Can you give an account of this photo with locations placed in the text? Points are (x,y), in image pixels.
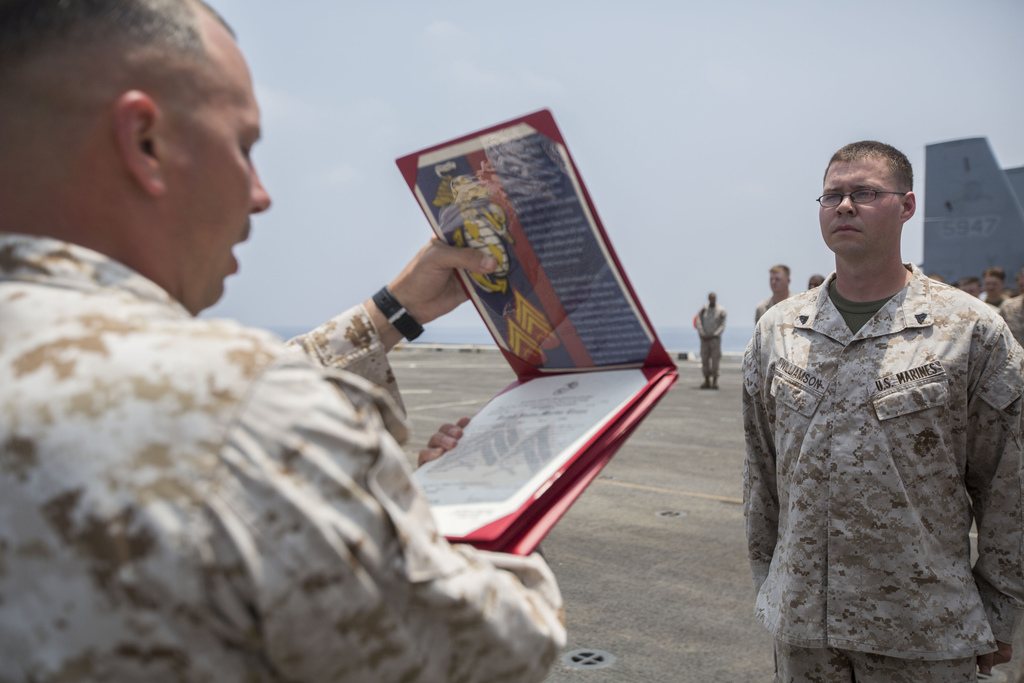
In this image there are two persons (947,668) standing, a person (426,462) holding a book (521,315), and in the background (687,295) there are group of people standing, water (688,330), sky (426,108).
